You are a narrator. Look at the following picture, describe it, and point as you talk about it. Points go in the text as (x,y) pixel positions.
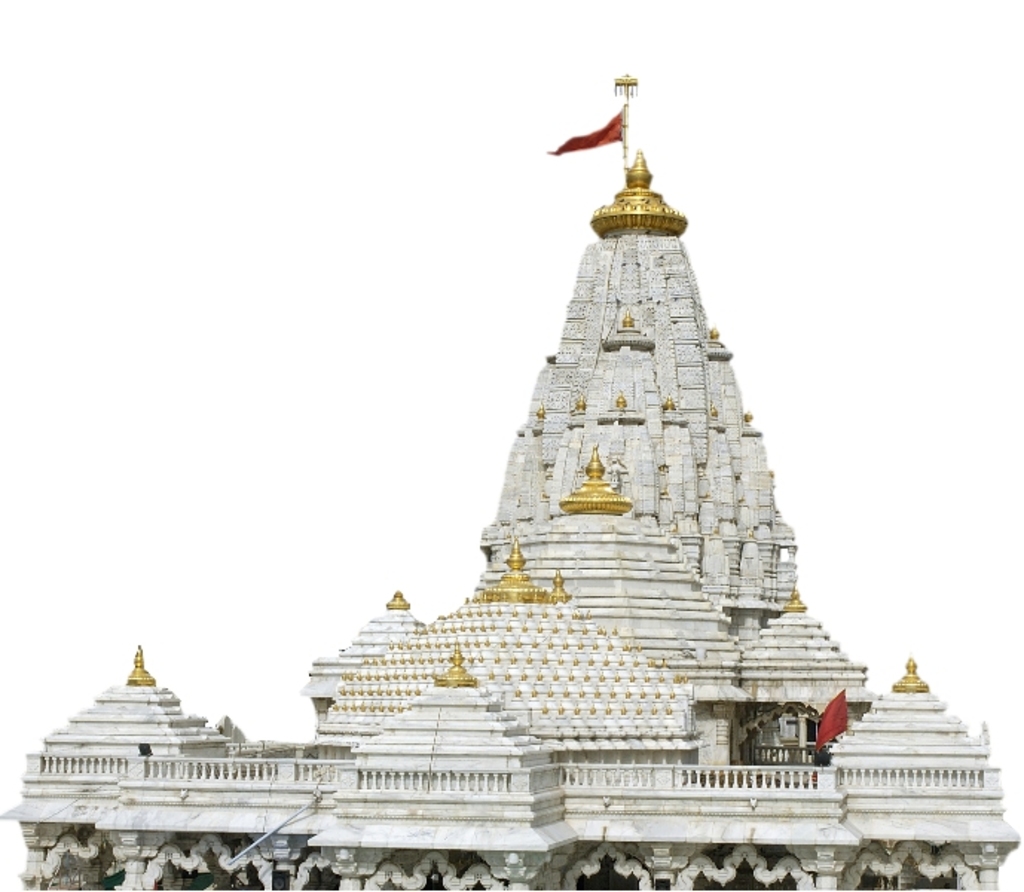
In this image we can see a temple (607,632).
